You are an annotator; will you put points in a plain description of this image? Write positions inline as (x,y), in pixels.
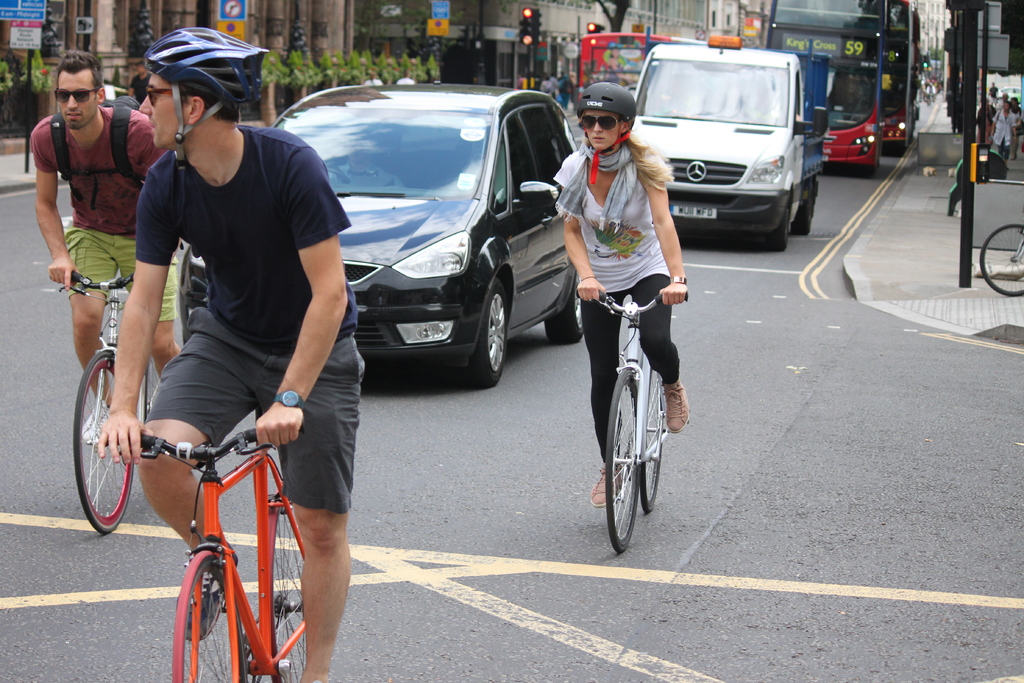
in this image on the street (536,508) there are many cars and there are many people (345,447) are there and some of people (189,340) they are riding the bicycle (223,561) and both the persons (195,531) are wearing the t-shirt (167,240) and Bermuda (227,399) and another girl (592,167) she is wearing a t-shirt (646,269) and pant (661,320)...
